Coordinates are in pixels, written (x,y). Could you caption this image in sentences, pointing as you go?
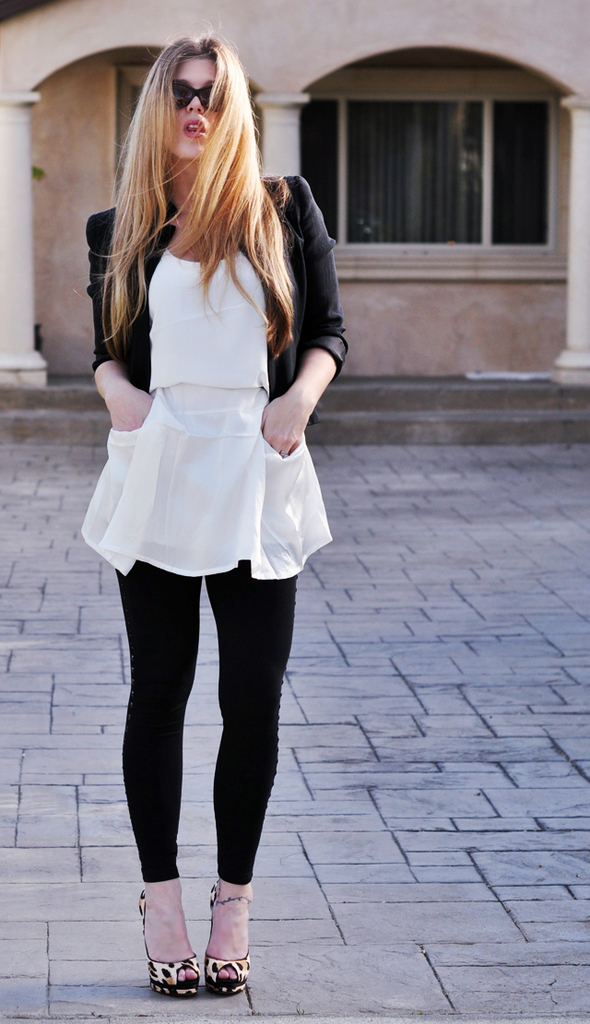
In this image we can see a woman (201,546) standing on the floor (280,972). In the background (99,112) there are windows (420,184) and walls (99,112).
